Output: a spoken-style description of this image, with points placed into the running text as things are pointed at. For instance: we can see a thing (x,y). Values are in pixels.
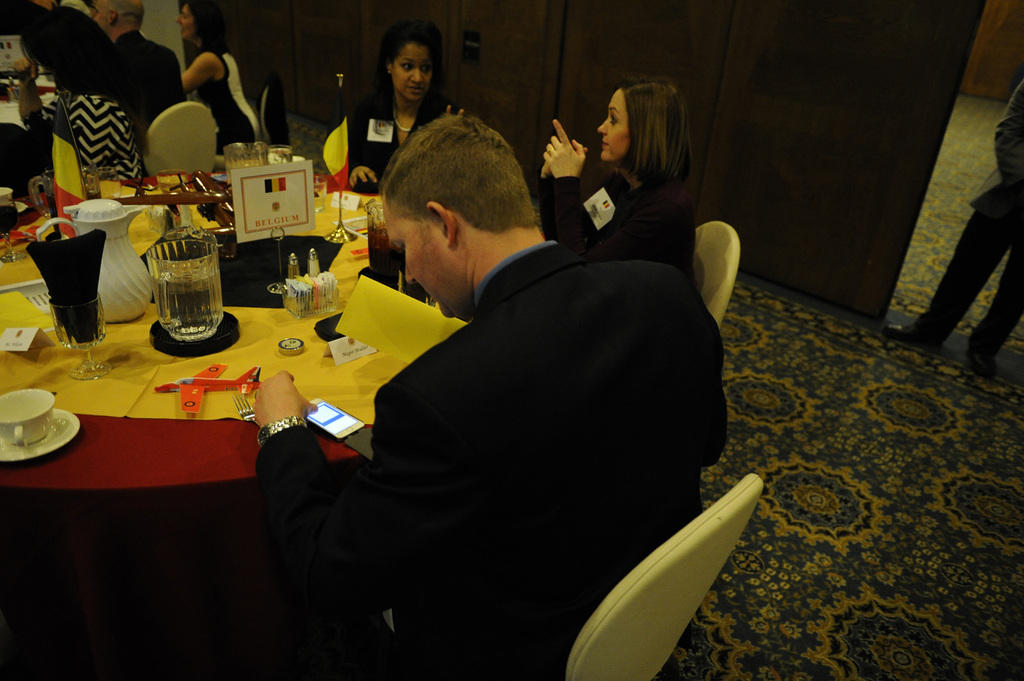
This picture is taken inside a restaurant (812,353). There are few people (632,188) sitting on chairs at the tables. There is a table cloth (161,449) spread on the table (207,435). On the table (144,405) there is a cup (48,416), saucer (55,431), glass (88,343), mugs (106,256), cloth (84,262), holders (301,298), toy (214,367), fork (234,400) and flags (334,176). The man (467,464) at the center (517,432) is wearing a suit (472,477) and a watch (283,427). He is using a mobile phone (316,420). In the background (539,158) there is wooden wall (530,83). There is a carpet (843,506) on the floor (817,436). There is a man (928,337) standing at the right corner of the image (995,241).
